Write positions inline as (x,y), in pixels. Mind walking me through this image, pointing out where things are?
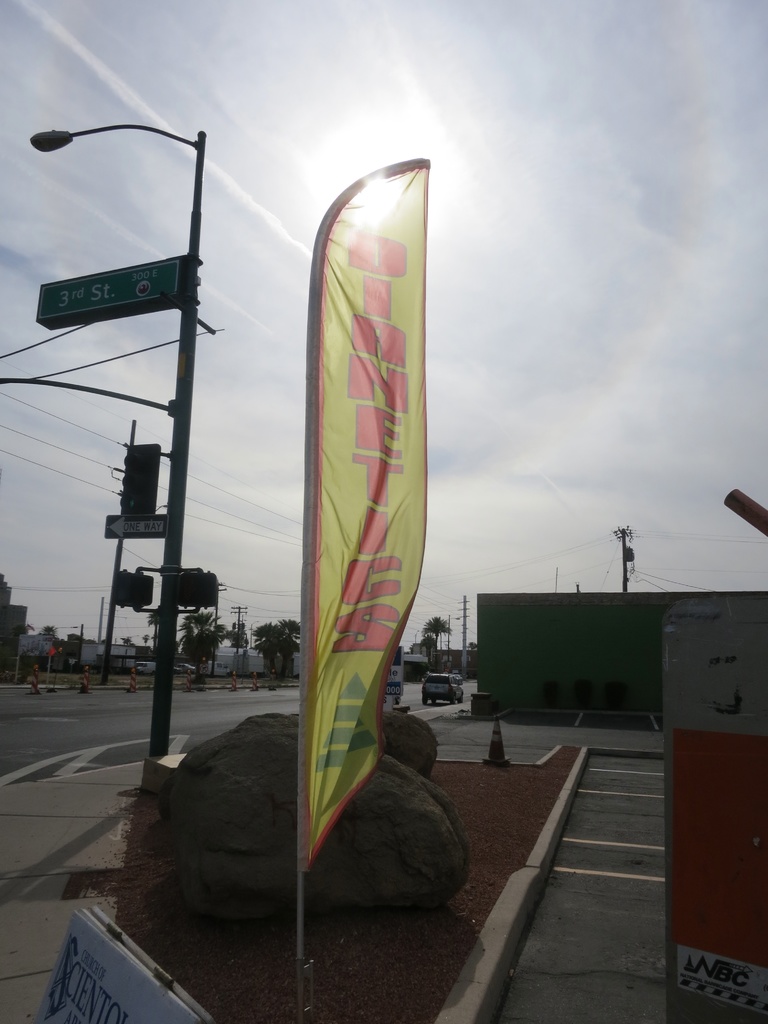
In the middle of the image (401,378) there are some banners (329,369). Behind the banners (398,523) there are some poles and sign boards (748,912) and trees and buildings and vehicles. At the top of the image (130,204) there is sky (711,345) and clouds (262,226) and sun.
